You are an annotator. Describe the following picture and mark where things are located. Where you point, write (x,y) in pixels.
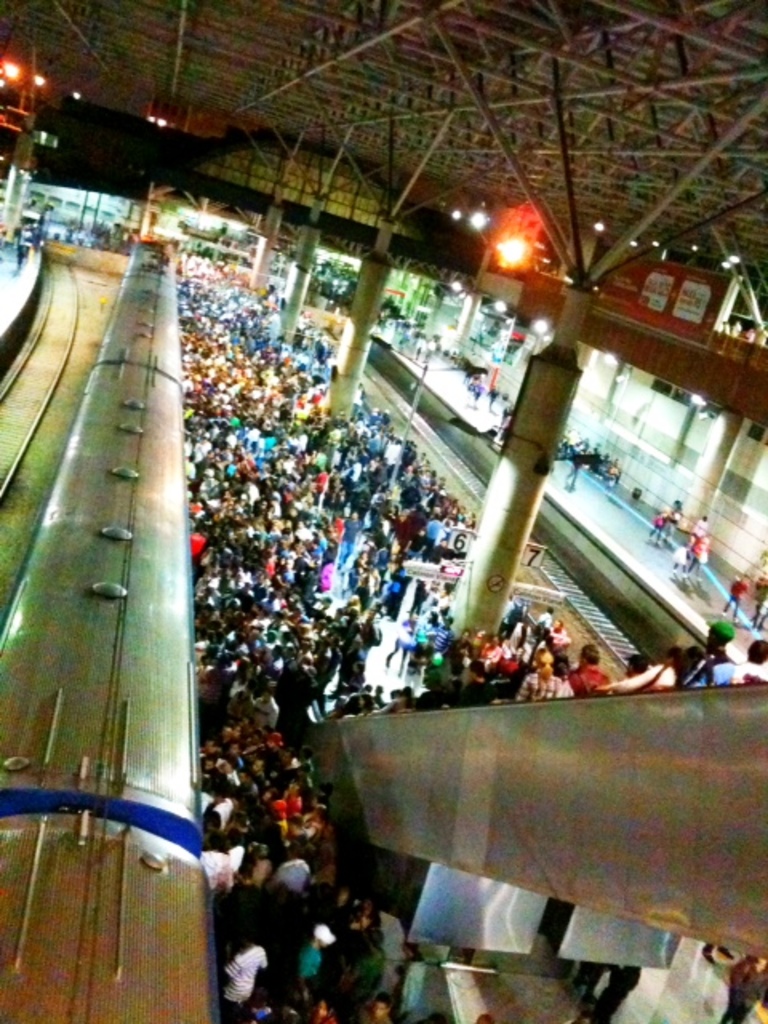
As we can see in the image there are group of people (263,315), lights (503,264), train (141,456), railway track (19,421) and buildings (595,438).
